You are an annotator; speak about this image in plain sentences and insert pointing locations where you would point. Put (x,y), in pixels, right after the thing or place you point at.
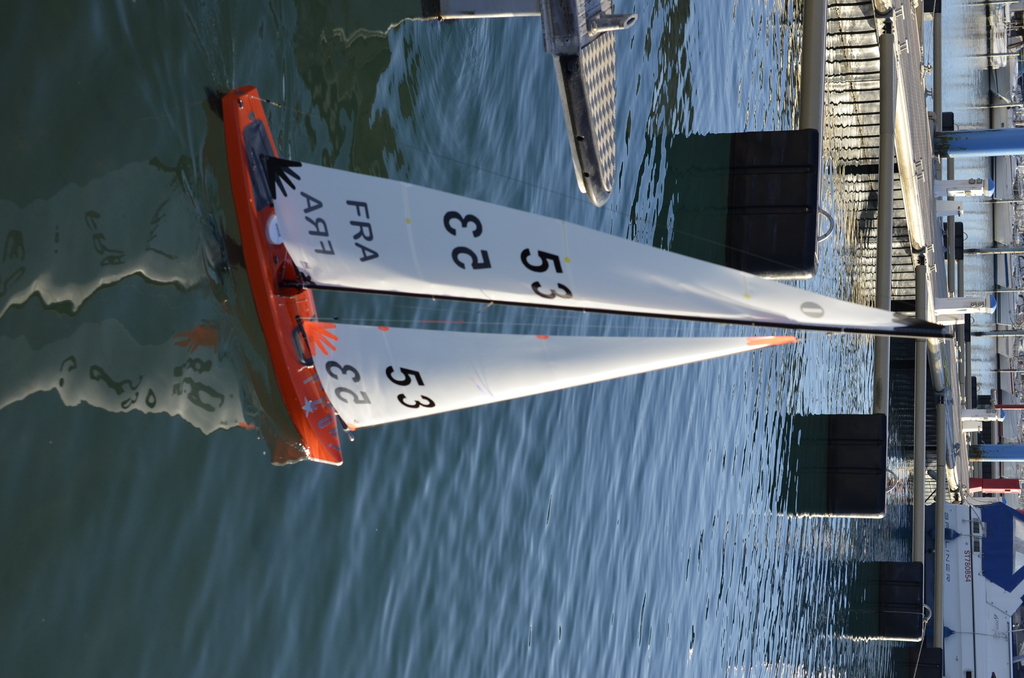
In this image in the center (421,263) there is a boat (317,264) with sails (435,258) on it which is sailing on the water (356,497). On the right side (878,268) there are poles (888,391) and there are boards (810,209) and there is an object (990,583) which is white and blue in colour.
